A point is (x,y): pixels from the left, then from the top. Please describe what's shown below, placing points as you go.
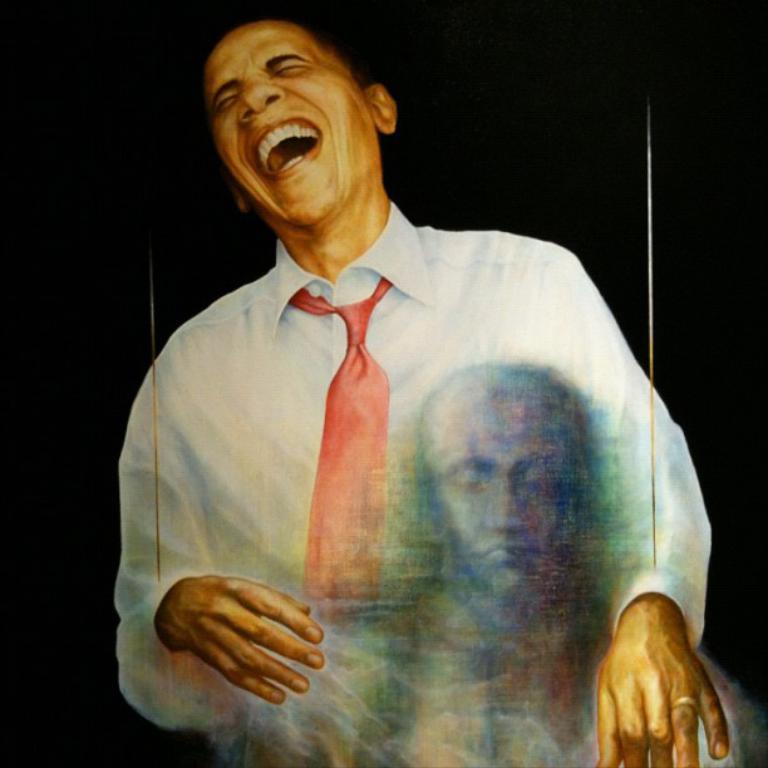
In this image we can see painting (294,435) of a person (312,293) laughing. Also there is another painting (457,583) of a person (525,568). In the background (56,509) it is dark.
